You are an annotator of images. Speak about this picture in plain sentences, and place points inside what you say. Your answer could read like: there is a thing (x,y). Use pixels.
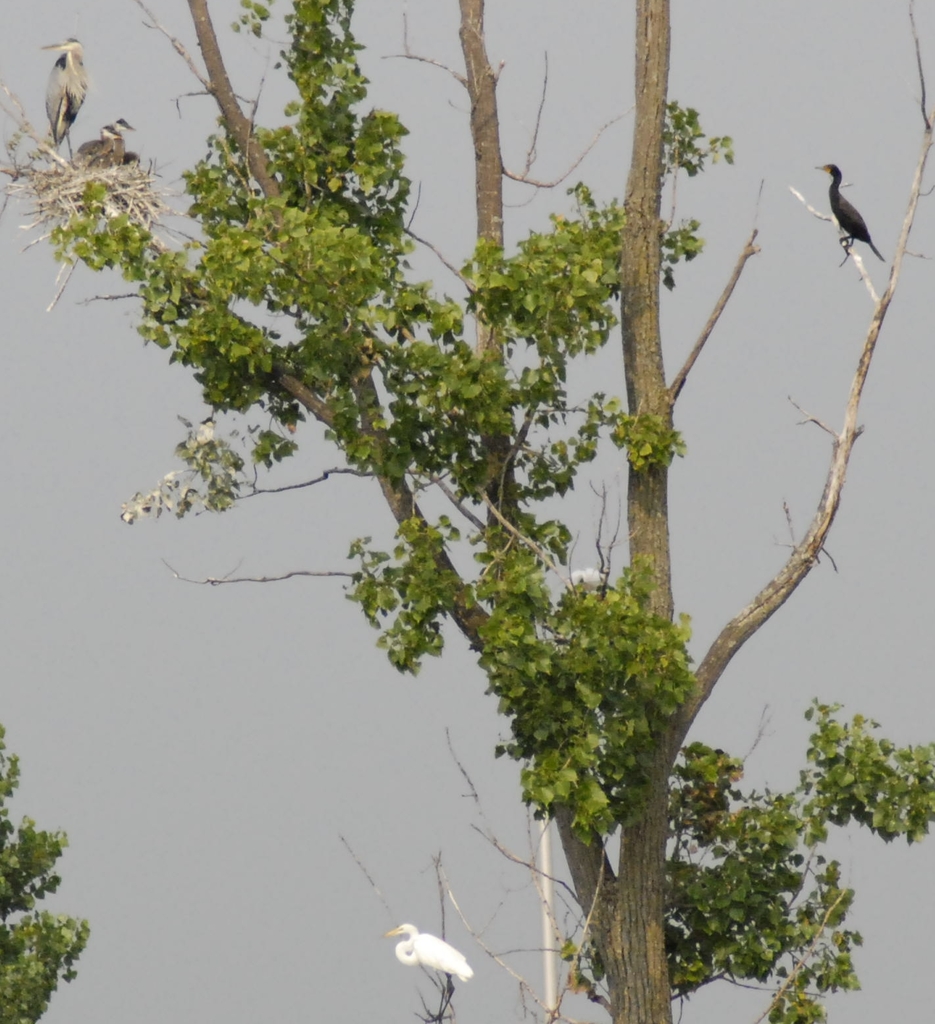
In the image there is a tree (579,683). On the branches (666,654) of the tree (101,200) there is a nest (142,187) and also there are few birds (81,153) standing. Behind the tree (647,607) there is a grey color background (791,242).
